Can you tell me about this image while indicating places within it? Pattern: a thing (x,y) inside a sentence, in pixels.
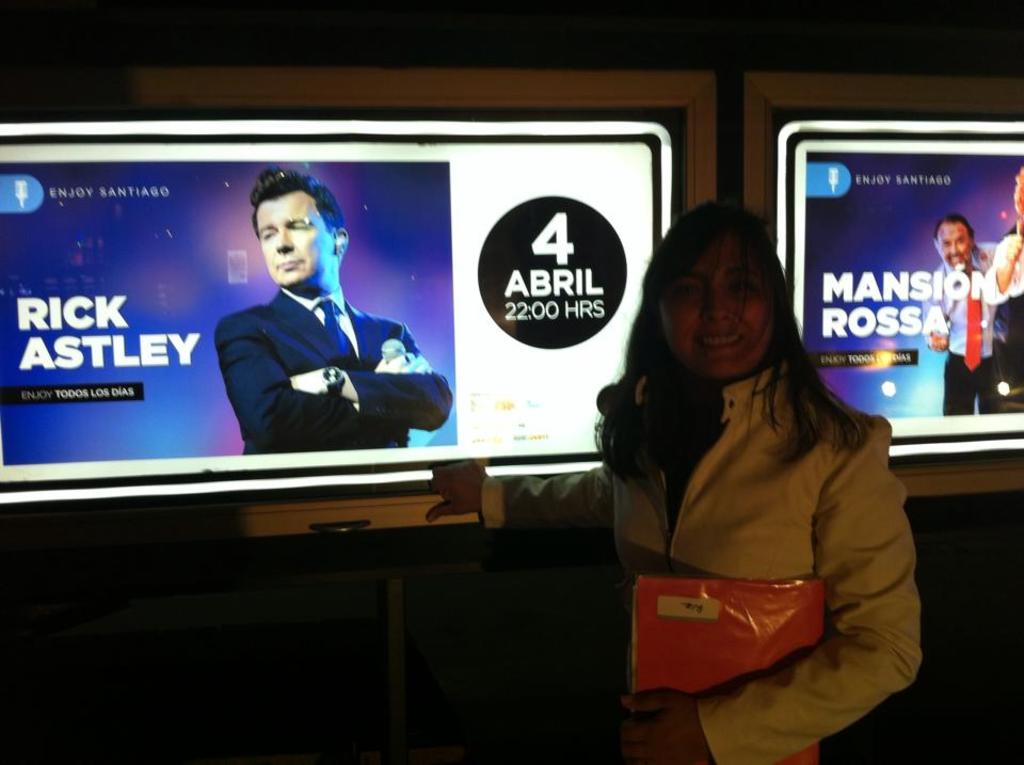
This picture is taken the dark, where we can see a woman (687,441) wearing white jacket (855,638) is holding some object (687,691) and standing here. In the background (270,373), we can see the display boards (421,379) in which we can see a person (361,355) wearing blazer (303,355), shirt (350,319) and tie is holding a mic (401,352) and standing and we can see some edited text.
